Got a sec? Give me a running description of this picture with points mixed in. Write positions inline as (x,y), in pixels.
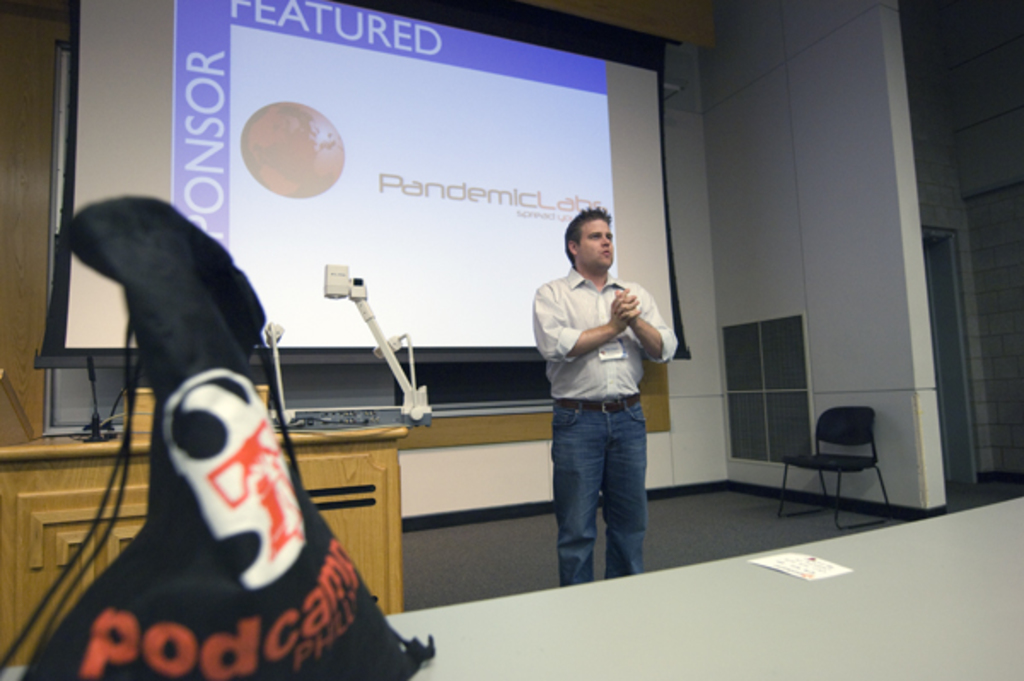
In this image a man (599,319) is standing. He is talking something. In the background (312,445) there are table (99,460), mic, screen (334,313). Here there is a chair (846,459). In the foreground (219,622) there is a bag (288,595) on the table (619,602).
